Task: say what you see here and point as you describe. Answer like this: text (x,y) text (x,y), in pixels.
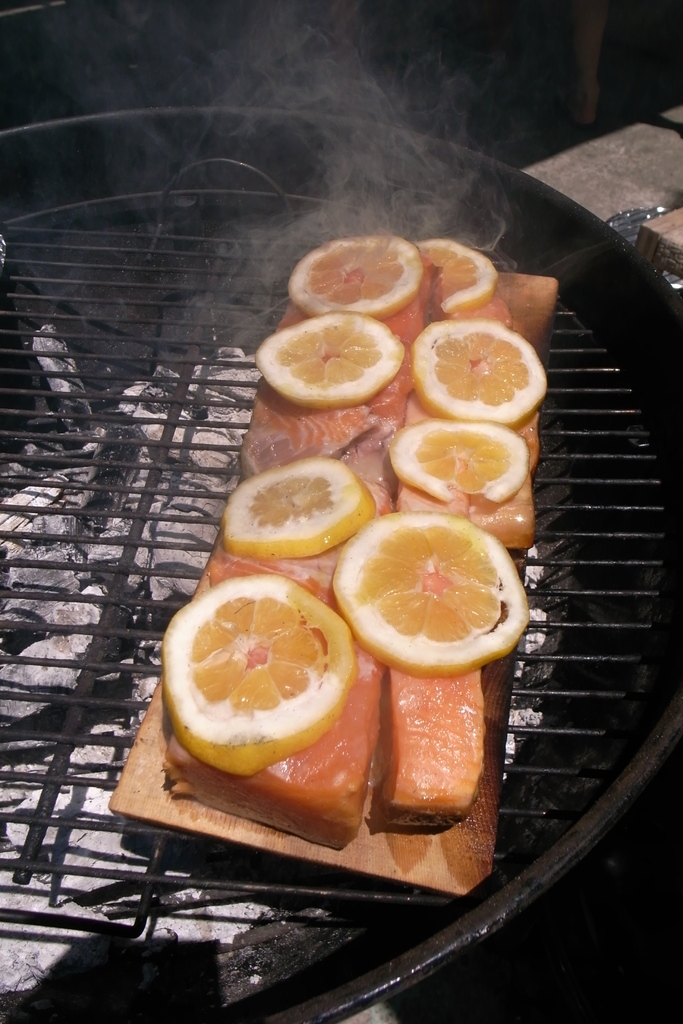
In this image we can see some food (341,733). There is a wooden board (147,718) on the grill (142,912). There are some lemon slices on the food (347,725). There is some smoke (375,112) in the image.
